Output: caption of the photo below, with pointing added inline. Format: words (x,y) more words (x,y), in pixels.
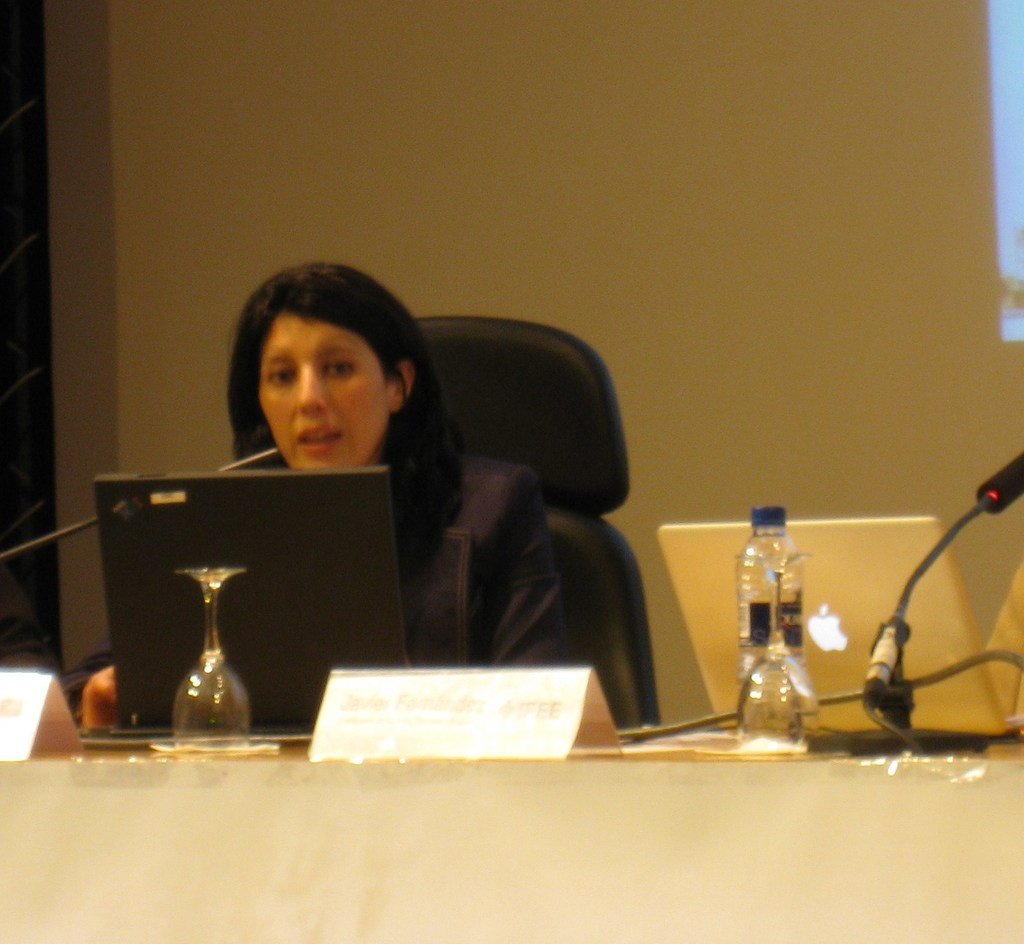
This is a picture of a woman (436,508) sitting on a chair (553,464) in front of the woman (451,484) there is a table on the table (599,823) there are name board (420,703), glasses (183,698), bottle (752,645), laptop (162,666) and a microphone (904,604). Behind the woman (393,488) there is a wall (743,128).
